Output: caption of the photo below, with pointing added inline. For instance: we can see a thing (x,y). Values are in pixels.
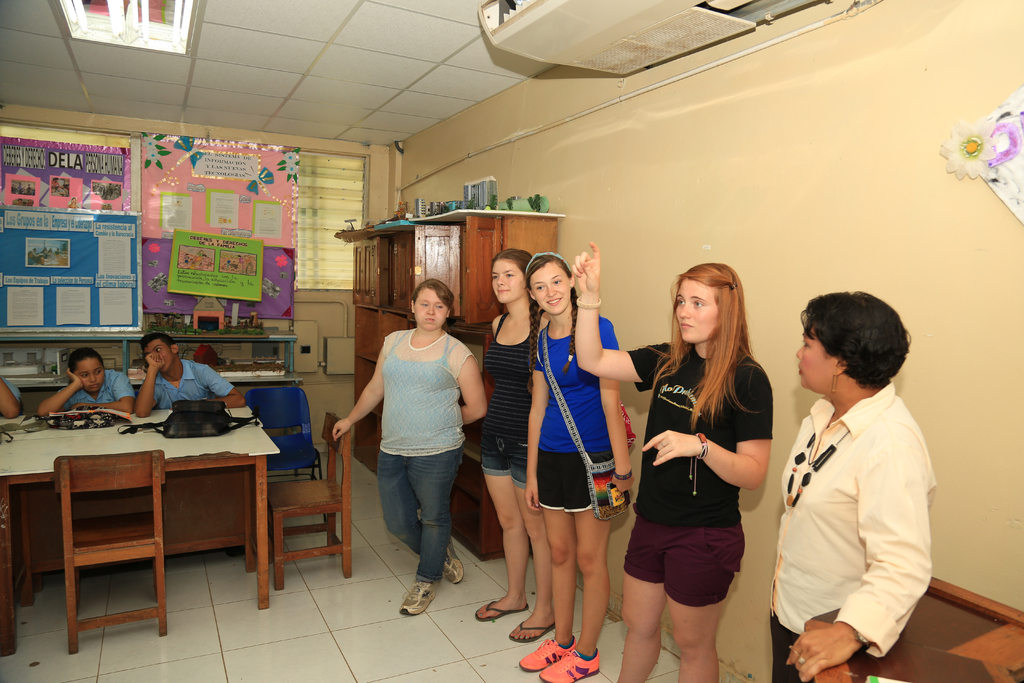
In this picture I can see few people (604,571) are standing and few people (160,396) are sitting on the chairs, in front of them we can see the table (185,438) on which we can see few things (10,437) placed, behind we can see some boards (248,270), wooden shelf (471,266).
